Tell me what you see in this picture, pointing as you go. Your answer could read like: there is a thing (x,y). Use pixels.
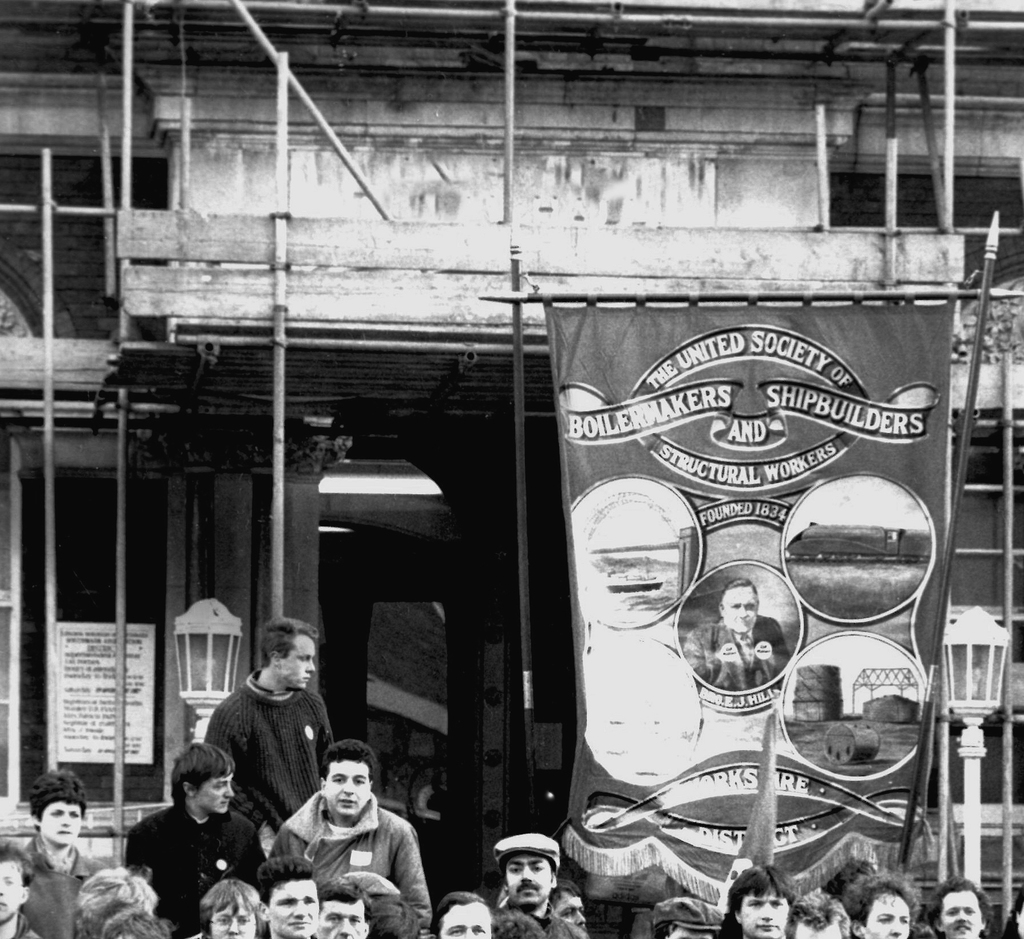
In this image we can see a building (484,448) and in front (286,749) the building (493,446) there are group of people (414,909) and there is banner (853,354) which is attached to the building (542,404).
